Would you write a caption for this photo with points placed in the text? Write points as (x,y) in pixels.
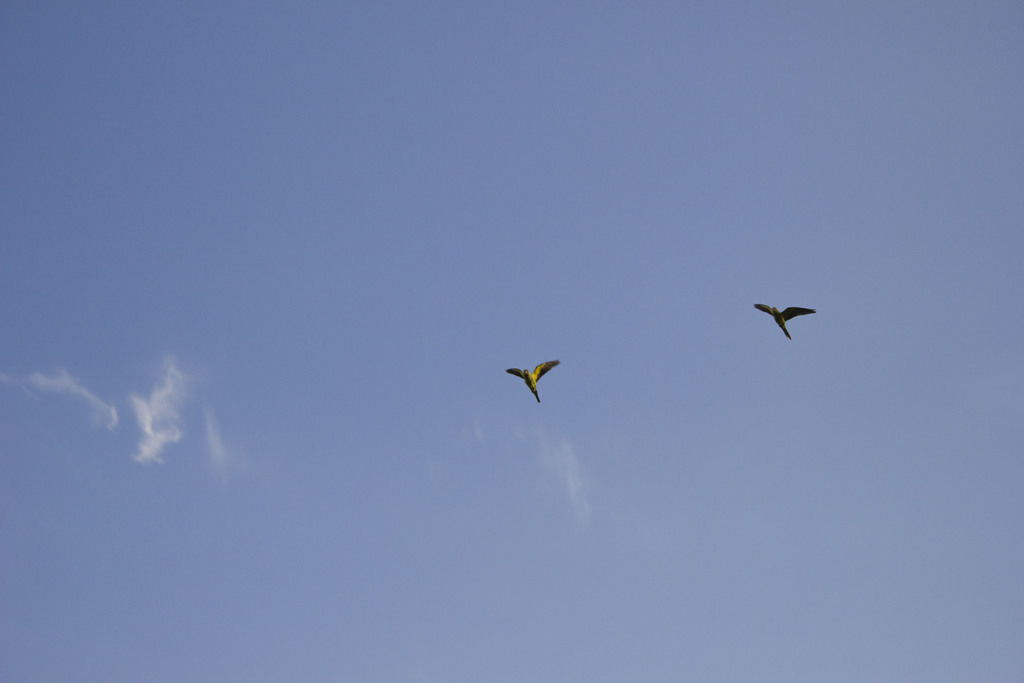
In this picture we can see two birds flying and in the background (96,277) we can see sky (262,480) with clouds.
